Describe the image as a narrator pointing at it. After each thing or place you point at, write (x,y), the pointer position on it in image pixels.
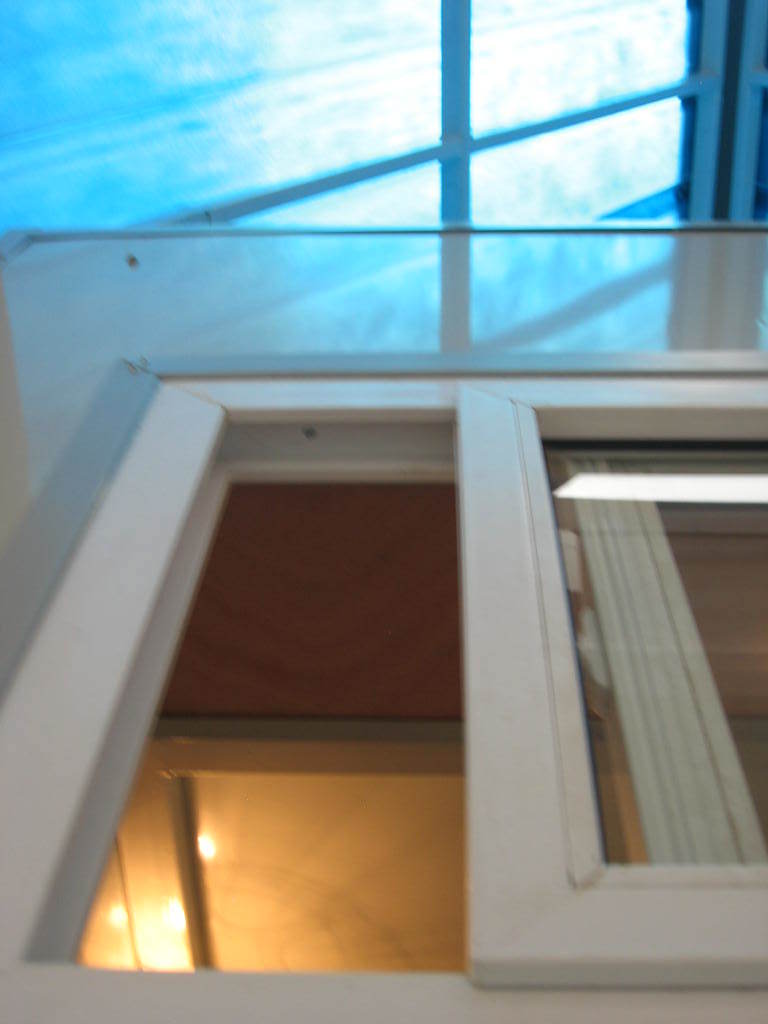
In this picture we can see a window (349,973) with curtains (610,523), lights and in the background (355,192) we can see the sky (131,160).
